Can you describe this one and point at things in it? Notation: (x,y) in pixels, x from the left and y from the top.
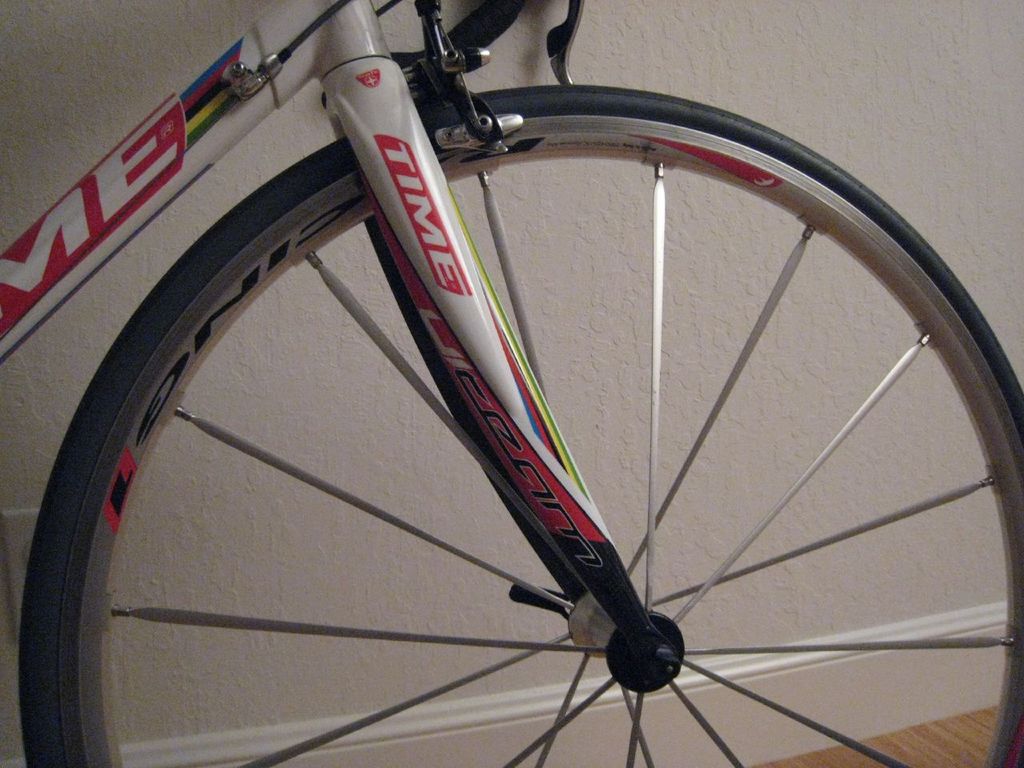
In the foreground of this image (218,337), we see tire (279,204) of a cycle (284,186) and in the background (806,66), there is a wall (835,75) and the surface (958,745).
